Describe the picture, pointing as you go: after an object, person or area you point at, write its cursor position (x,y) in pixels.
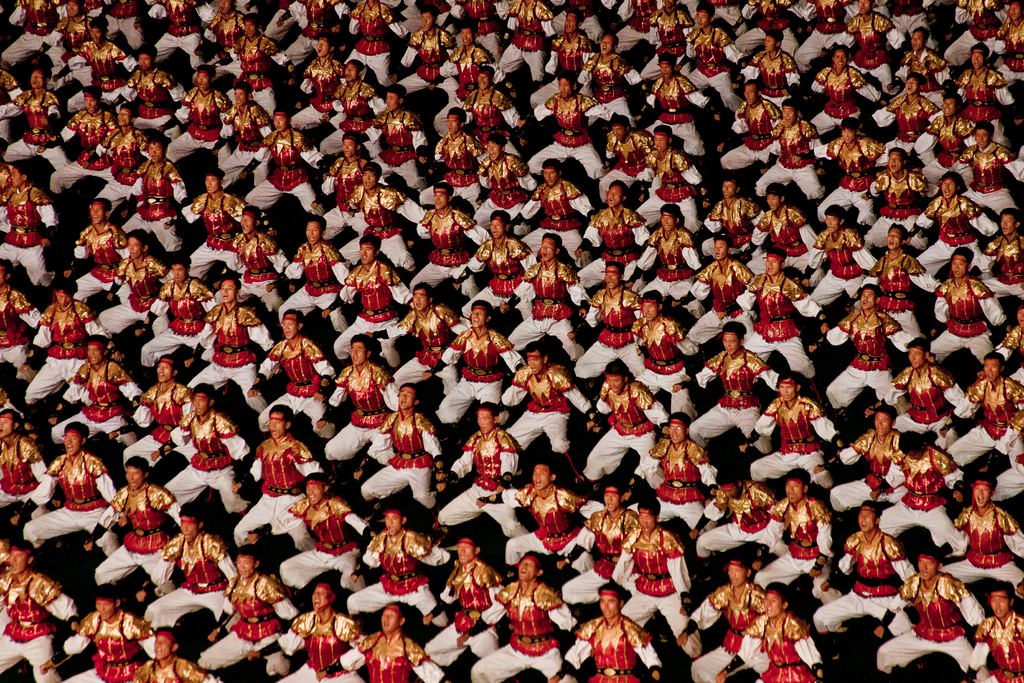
In this picture I can see many men (739,479) who are wearing the same dress (827,246). They are dancing.
